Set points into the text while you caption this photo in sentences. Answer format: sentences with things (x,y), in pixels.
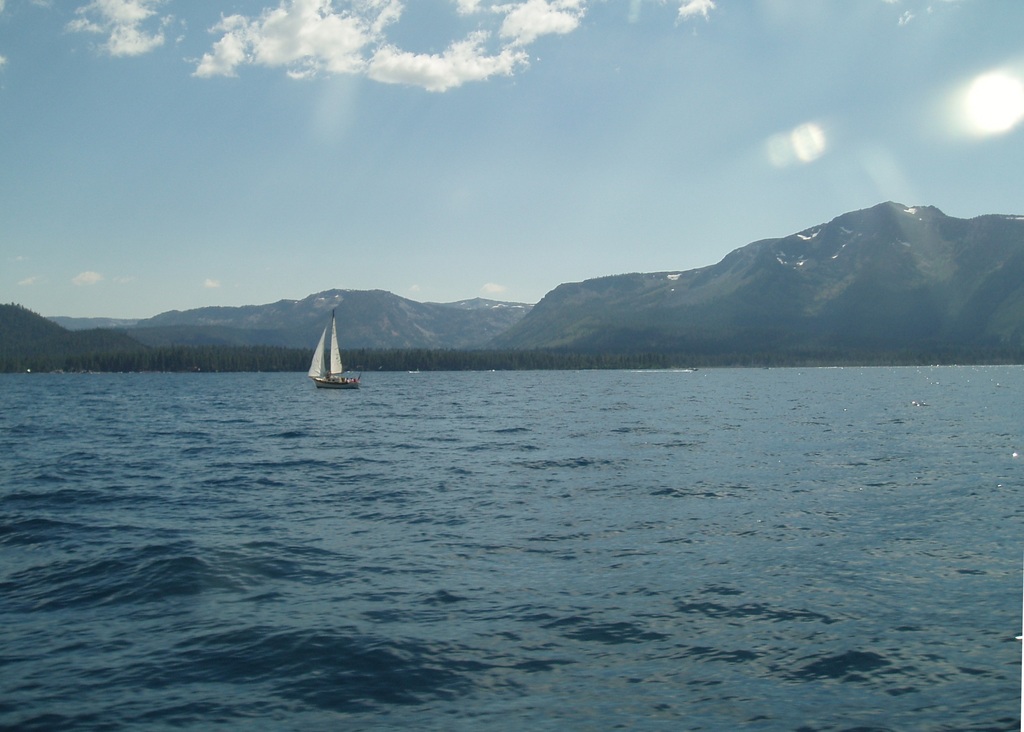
In this picture I can observe an ocean (399,470). There is a boat (319,365) floating on the water (322,402) on the left side (327,377). In the background (258,311) I can observe hills (613,277) and some clouds (322,64) in the sky (322,160).
